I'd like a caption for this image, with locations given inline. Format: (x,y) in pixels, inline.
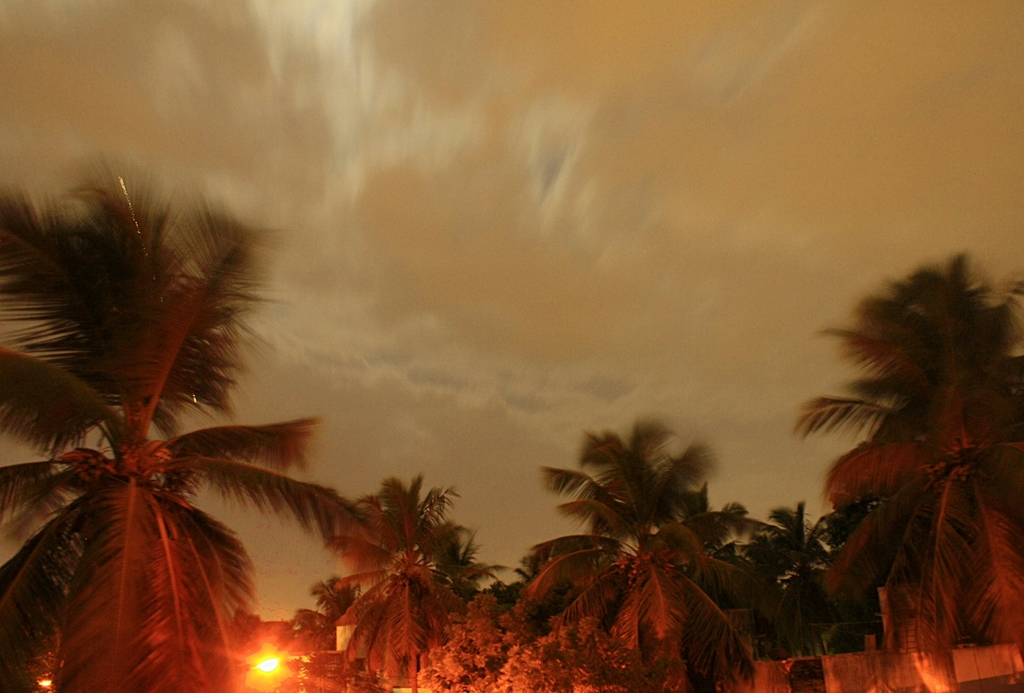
In this image I can see trees (489,572). There are lights (255,662) and in the background (513,286) there is sky (641,283).
